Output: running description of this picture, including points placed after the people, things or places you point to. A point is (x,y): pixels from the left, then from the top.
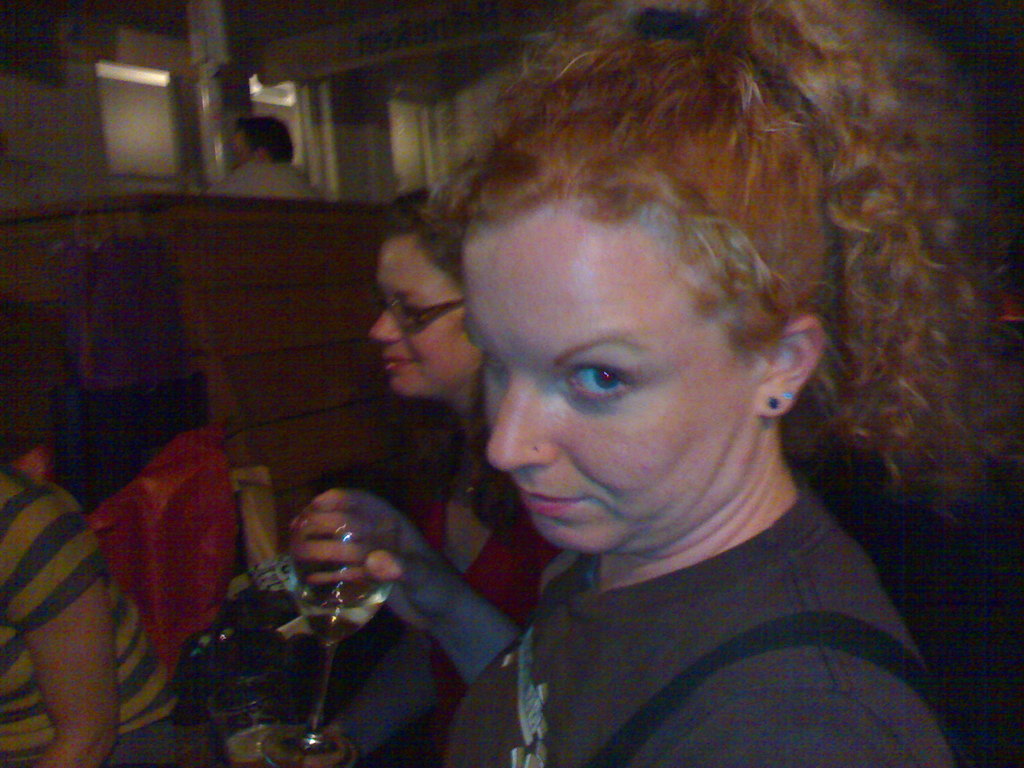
In this image I can see people (488,497) among them this woman (543,511) is holding a glass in the hand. In the background (354,446) I can see some objects (201,435).
